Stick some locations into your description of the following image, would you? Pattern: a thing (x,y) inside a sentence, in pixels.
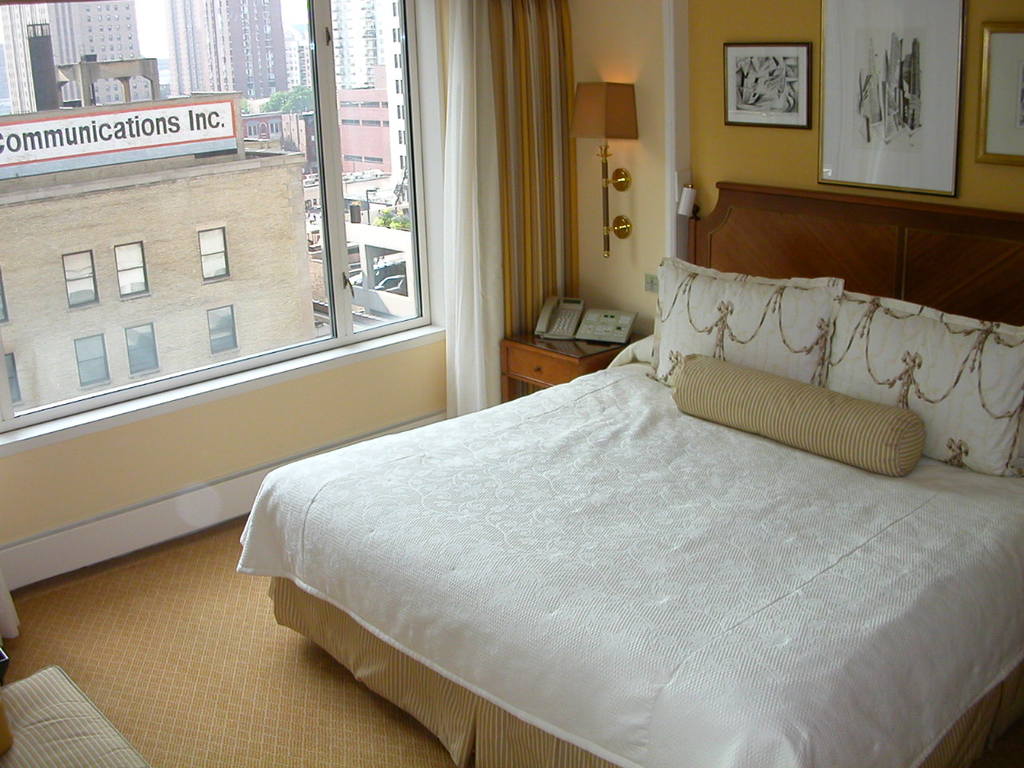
In this image I can see a bed (642,549) with the white color sheet (733,544). There are pillows (848,354) on the bed (848,354). To the side of the bed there is a table (590,343). On the table (592,356) there is a telephone (548,321). To the left (168,173) there is a window (352,173) and the curtain (473,158). I can see trees (271,104), sky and the building (144,258). There is a board (124,131) to the building (301,151). To the wall (709,108) there are frames (839,81) and the lamp (610,117) is attached.
